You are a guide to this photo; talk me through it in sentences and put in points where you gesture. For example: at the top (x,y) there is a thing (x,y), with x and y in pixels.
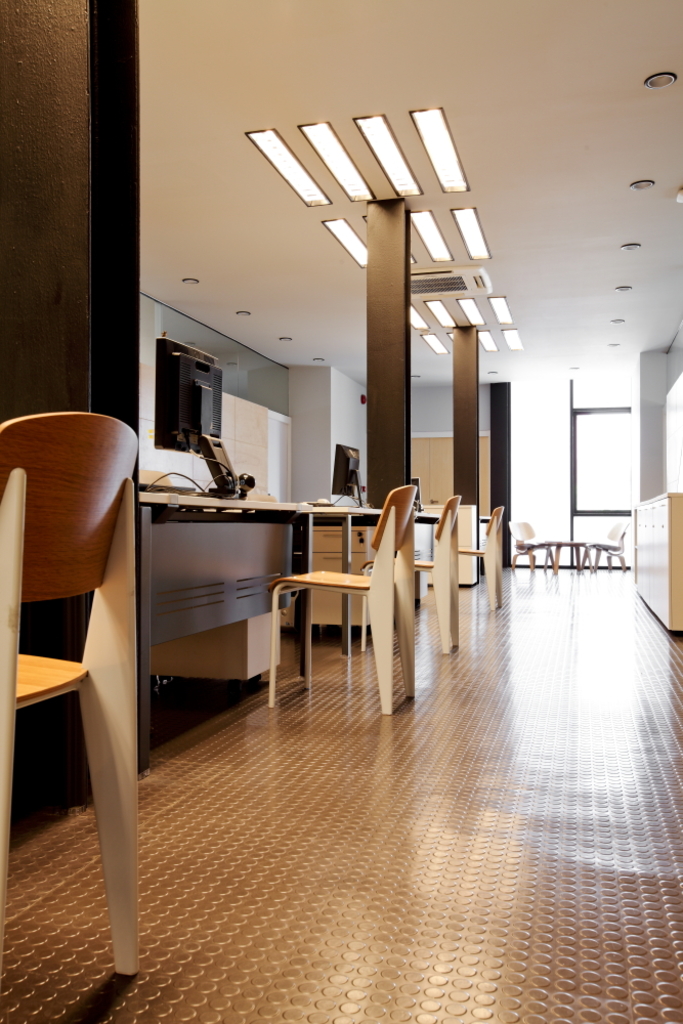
In this picture I can see few chairs (80,435), tables (318,517) and I can see couple of monitors (356,454) on the tables (230,596) and few lights (440,160) on the ceiling (568,301).
